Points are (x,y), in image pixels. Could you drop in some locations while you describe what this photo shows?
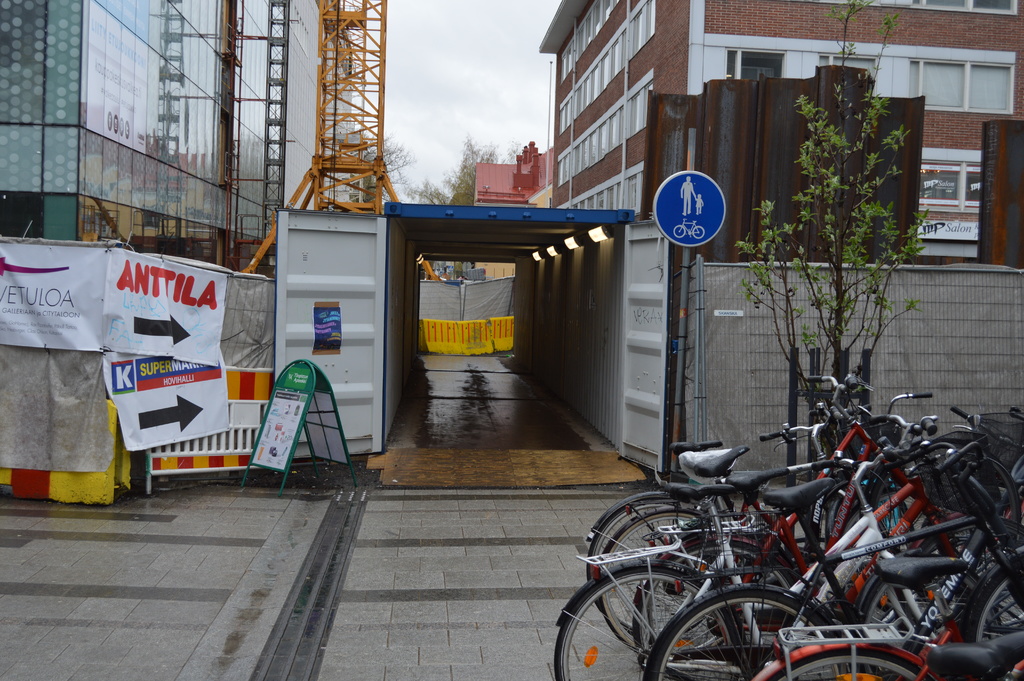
In this image we can see buildings (201,245), grills (261,392), sign boards (69,273), advertising boards (289,382), bicycles (756,640), plants (789,301) and sky (421,153).
